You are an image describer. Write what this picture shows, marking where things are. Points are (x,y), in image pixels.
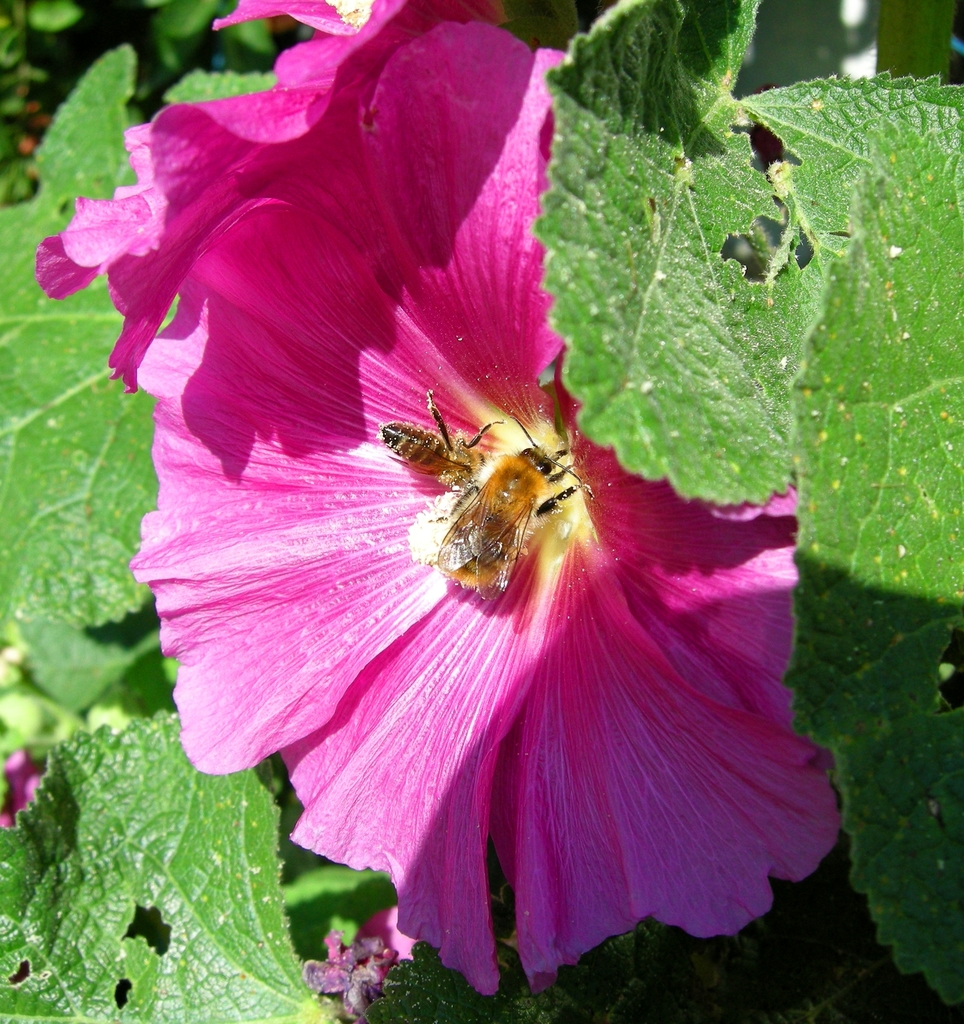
In the middle of this image (468,534), there are two insects (468,534) on the surface (721,628) of a pink color flower (721,589). Beside this flower (301,370), there is another pink color flower (231,109) of a tree (702,2), which is having pink color flowers (768,767) and green color leaves (431,986). In the background (43,801), there are green color leaves (521,1015).
